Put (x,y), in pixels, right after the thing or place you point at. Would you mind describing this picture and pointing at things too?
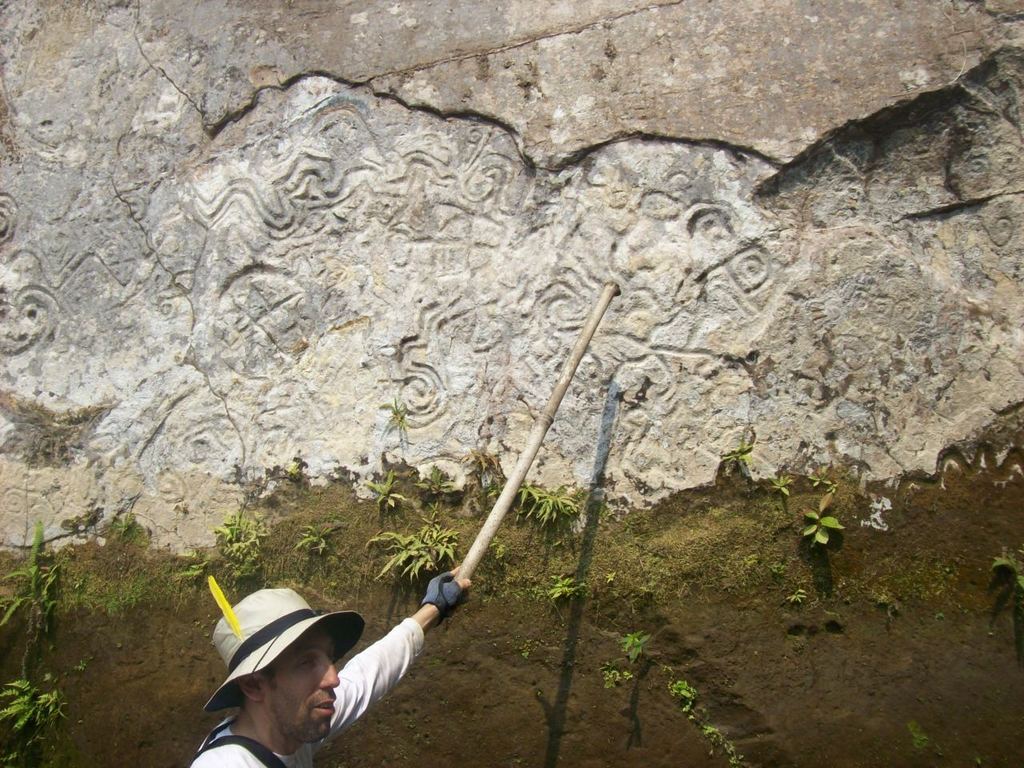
In this image I can see a person (307,638) wearing hat (293,639) and holding an object (468,565) in his hand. In the background (546,192) I can see a huge carved rock (454,236) and some grass (915,564) on it.
